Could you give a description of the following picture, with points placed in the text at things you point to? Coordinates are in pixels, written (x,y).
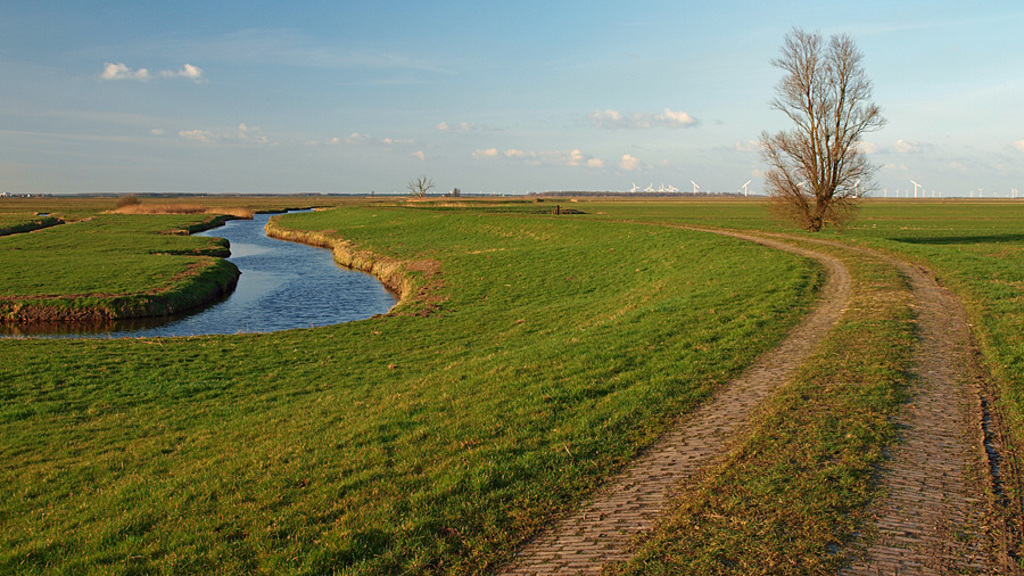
In this image I can see the road (840,457), some grass (491,442) on the ground (441,388), the water (329,319) and a tree (861,132). In the background (797,185) I can see few white colored poles (748,188), a tree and the sky (425,161).
